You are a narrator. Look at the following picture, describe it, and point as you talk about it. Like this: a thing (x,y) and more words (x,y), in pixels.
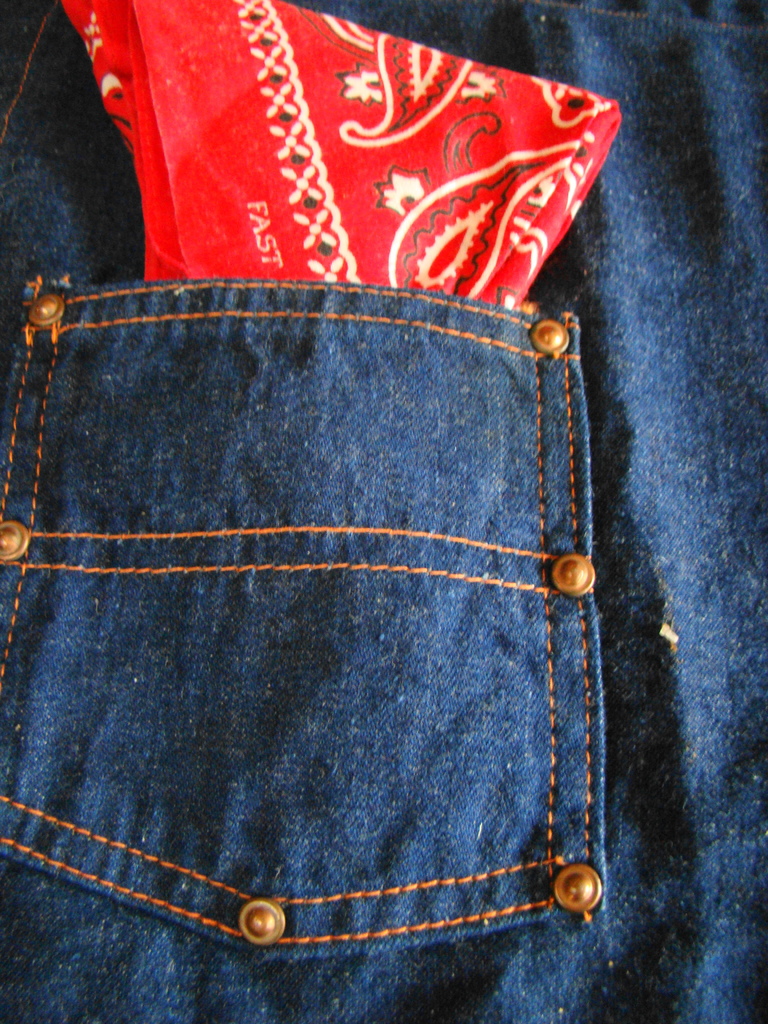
In this picture we can see a blue jeans (470,655) and in the pocket (310,597) there is a red cloth (401,240).
